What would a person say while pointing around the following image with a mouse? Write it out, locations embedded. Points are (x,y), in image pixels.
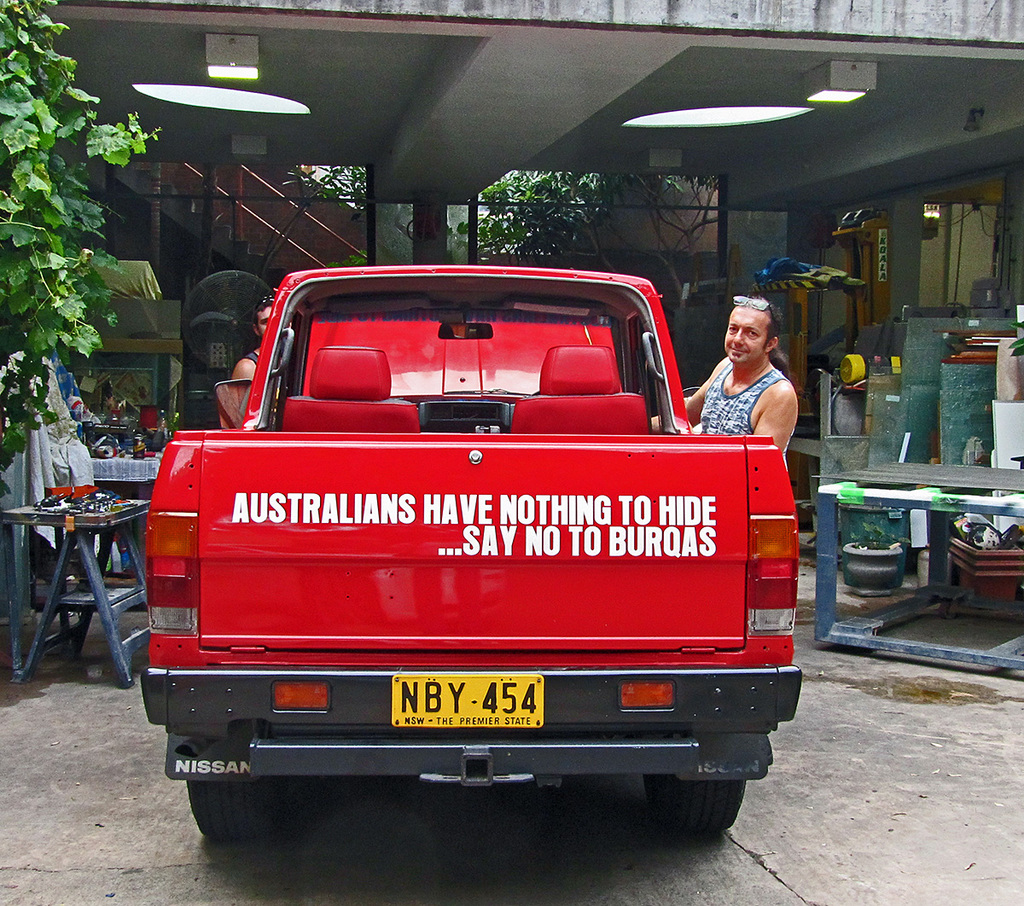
In this picture there is a vehicle (454,569) which is red in color and there is something written on it and there are two persons (765,421) standing on either sides of it and there are some other objects (197,299) in the background (644,217).
